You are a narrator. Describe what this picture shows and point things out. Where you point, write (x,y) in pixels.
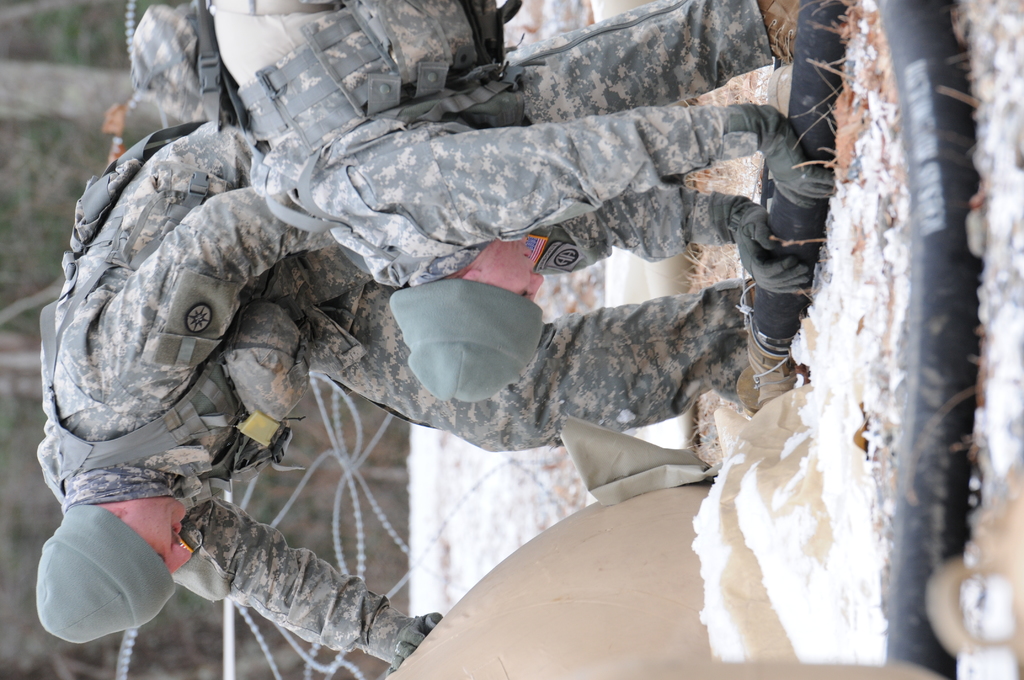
This picture is in leftward direction. On the top (394,138), there are two men (574,269) wearing uniforms (573,218). One of the man (343,17) is holding a pipe (772,318). On the ground (874,326), there is a snow (826,627). In the background (12,537), there are trees (323,543) and fence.
